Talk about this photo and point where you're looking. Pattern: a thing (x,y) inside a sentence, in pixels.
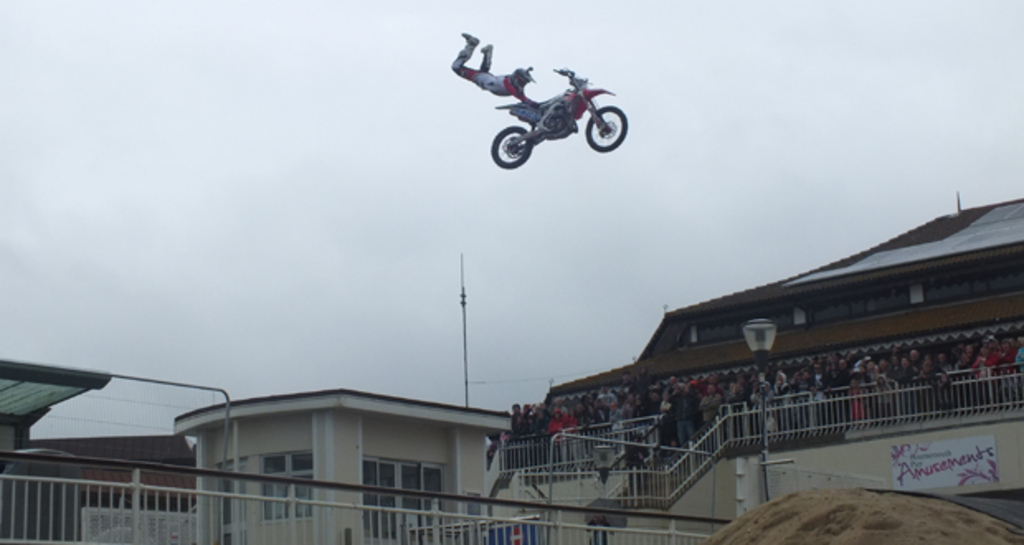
In this image I can see the railing (355,486), the sand (921,504), few buildings (955,281), a light pole (764,332), few persons (703,400) standing and a person (510,88) wearing white and red colored dress (498,85) and a motor bike (551,113) which is white and red in color are in the air. In the background (258,149) I can see the sky (224,204).
